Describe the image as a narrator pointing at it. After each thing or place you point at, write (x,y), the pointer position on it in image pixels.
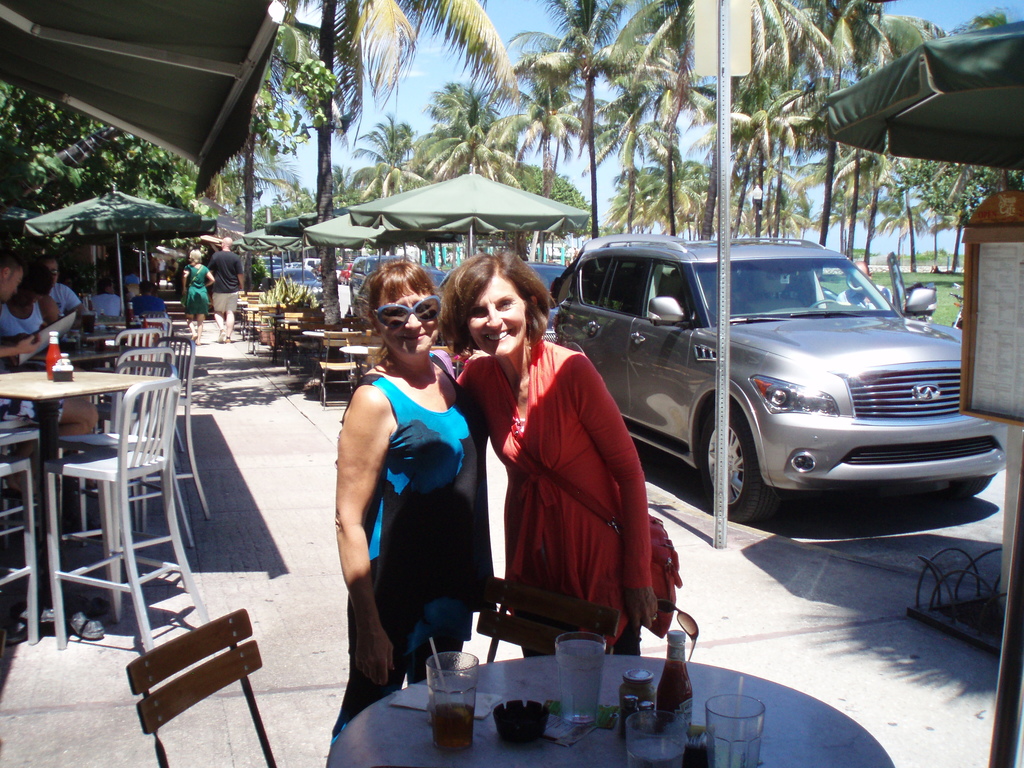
This image describes about group of people (228,289) some are standing and some are seated on the chairs (142,450) in the middle of the image (458,358) two women (539,401) are standing and laughing in front of them we can find glass (468,700) and some food items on the table (381,746) in the background (716,20) we can see some tents (157,98) cars (813,342) sign boards (717,33) and trees (797,70).
